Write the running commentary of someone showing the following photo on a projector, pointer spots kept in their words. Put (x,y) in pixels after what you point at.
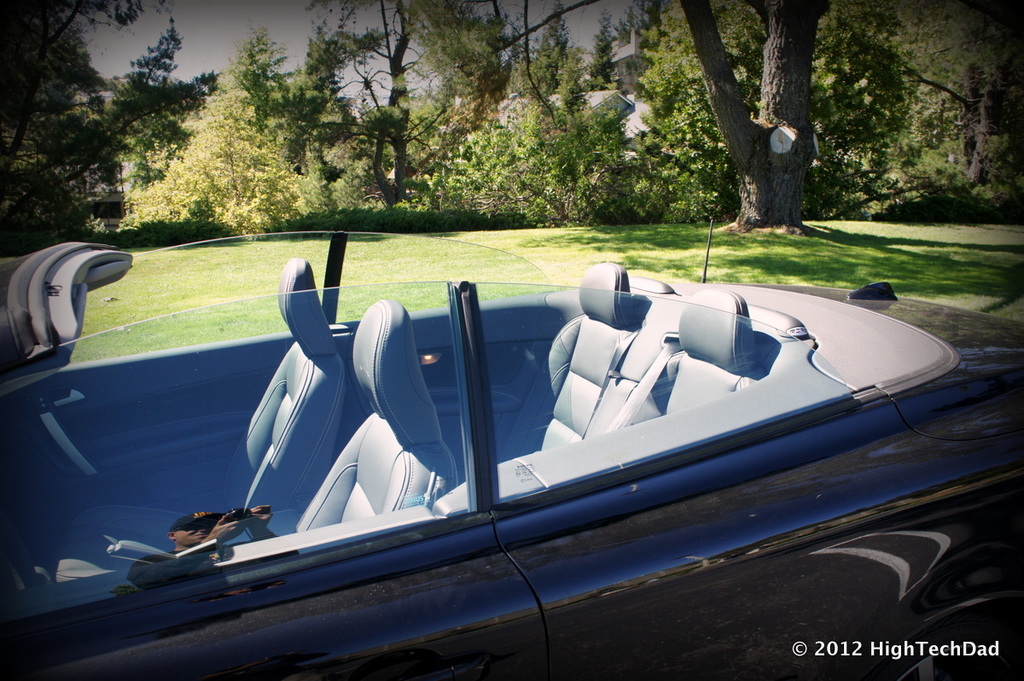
In the bottom of the image (289,611) there is a black color car (527,353). In the background of the image (493,120) there are trees (466,170). There is grass (610,228). At the bottom of the image (997,646) there is some text (876,654).
